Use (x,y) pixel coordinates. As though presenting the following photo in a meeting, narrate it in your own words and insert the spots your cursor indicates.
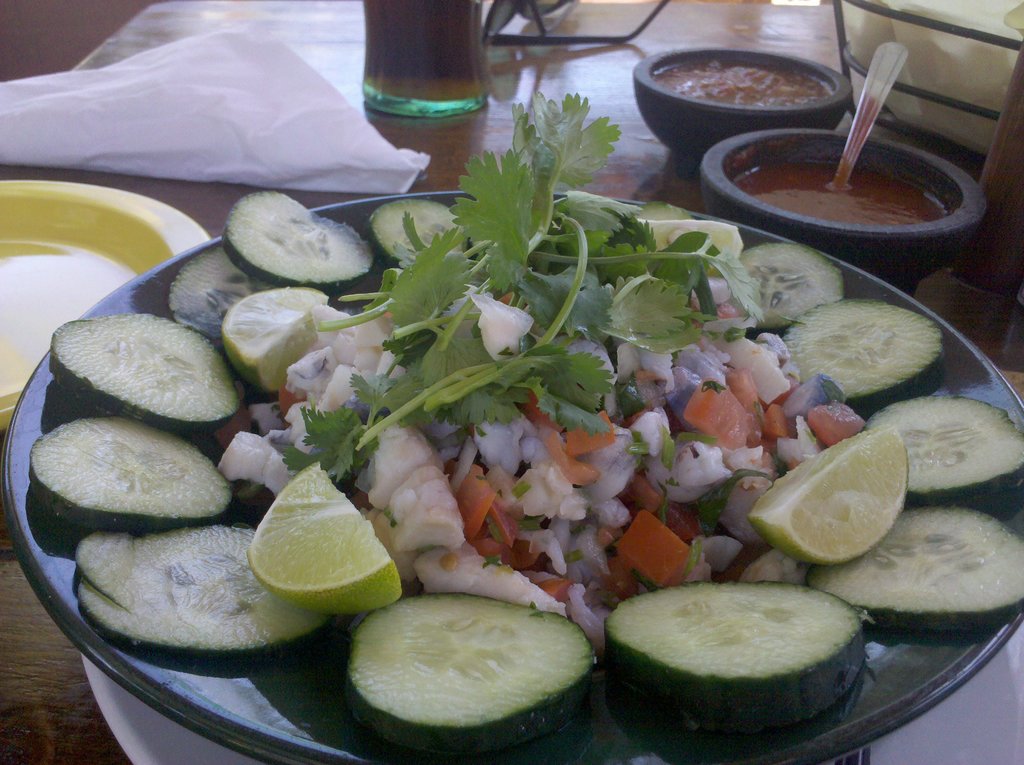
In this image on a dining table (549,74) there are plates (155,248), bowls (781,105), glass (383,35), tissue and few other things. On the plate (623,235) there is salad (594,374). In the bowl (793,144) there is food (801,166). The glass (410,45) is filled with drink (422,61).
